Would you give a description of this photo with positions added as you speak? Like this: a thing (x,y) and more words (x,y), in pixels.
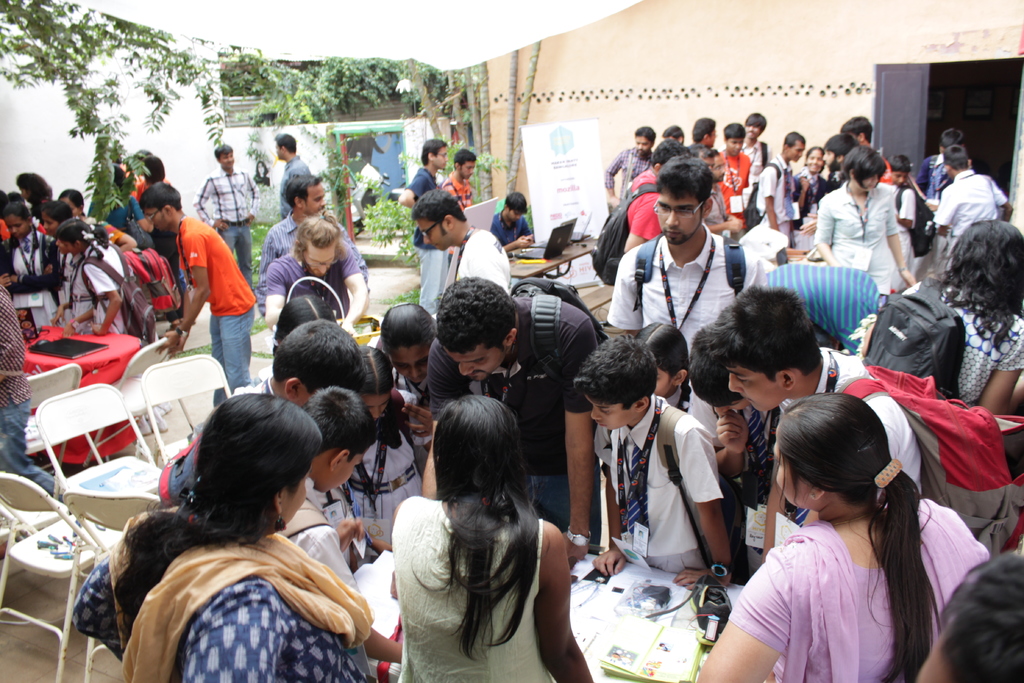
There are so many people (541,526) standing around the table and watching at the papers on table (704,657) and there are other people (103,262) looking at other tables (39,360) and behind that there is a building (630,84) and some trees (46,49).
